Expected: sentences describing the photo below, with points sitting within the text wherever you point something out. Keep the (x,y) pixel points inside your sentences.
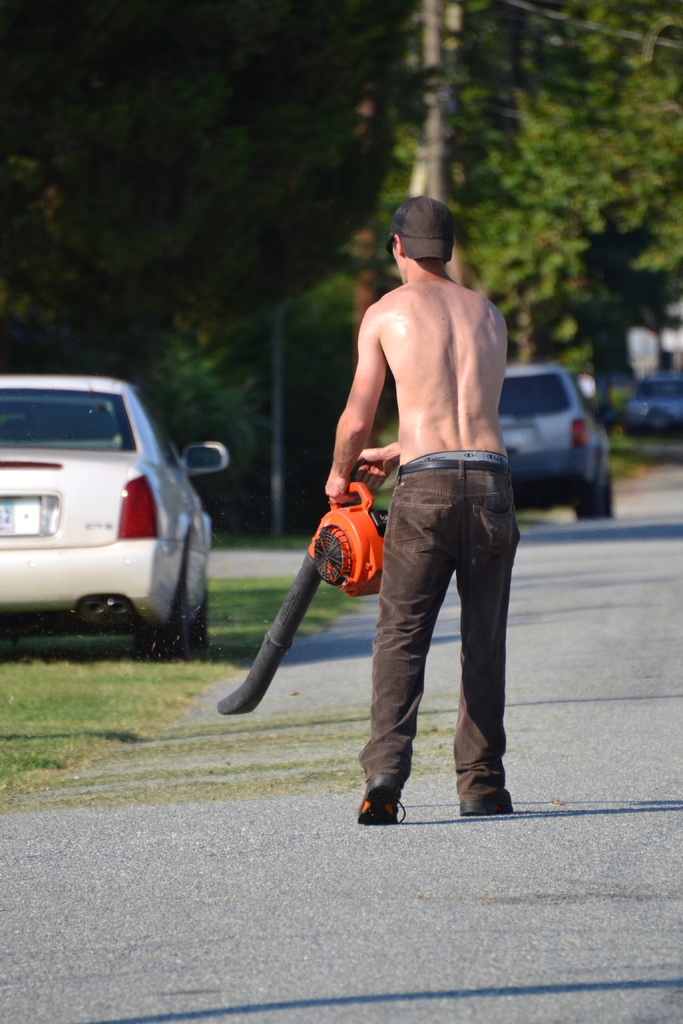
In the picture we can see a man (375,789) standing on the road (538,1000) and holding a machine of removing dust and beside him we can see a grass surface (31,708) on it, we can see a car (91,487) and in front of it also we can see a car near plants (530,271) and trees (171,86).
